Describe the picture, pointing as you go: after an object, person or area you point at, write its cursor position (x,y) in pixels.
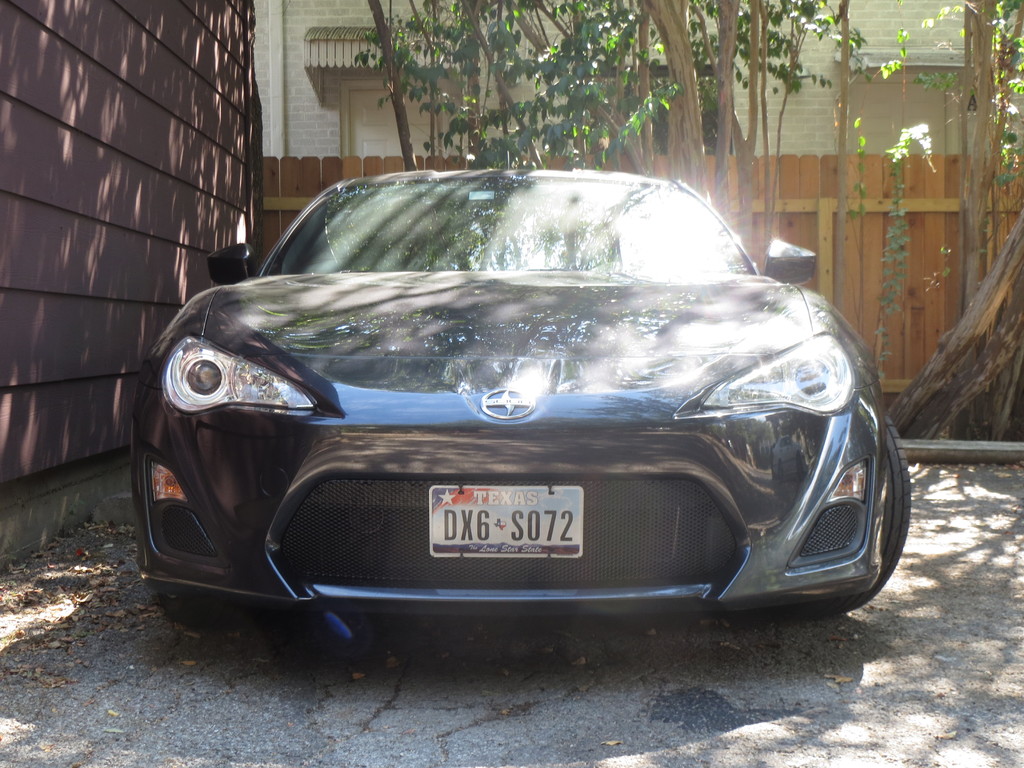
In this image I can see there is a car (776,359), on the left side (163,155) it is the wall (170,154), at the back side (632,84) there are trees (688,69).
